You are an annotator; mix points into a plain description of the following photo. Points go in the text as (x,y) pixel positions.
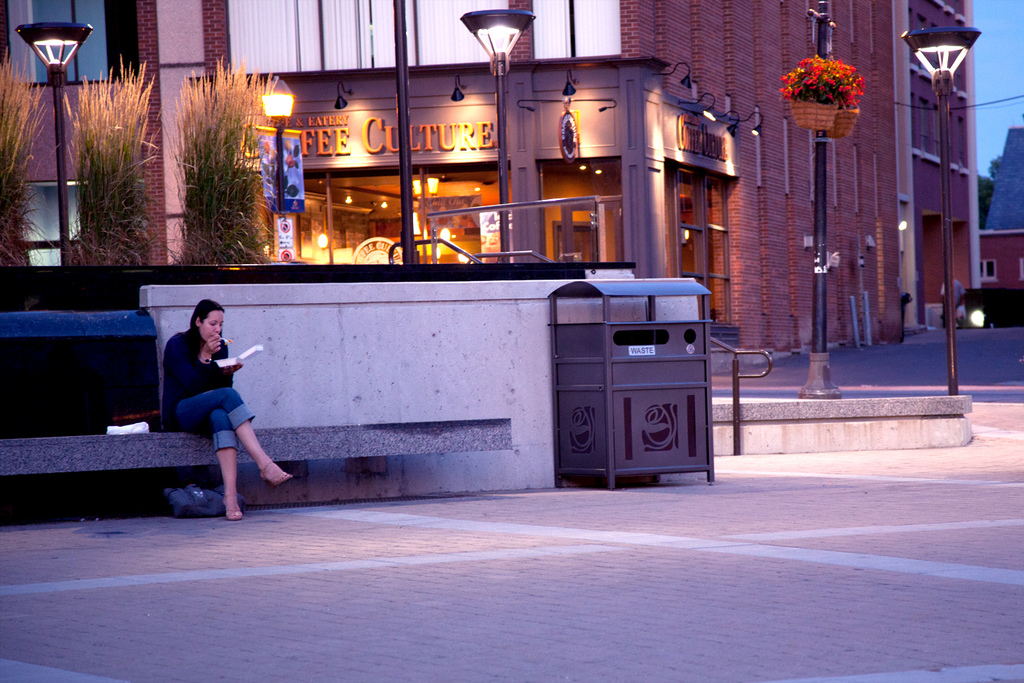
This is an outside view. On the left side (181,368) there is a woman (191,395) is sitting on a bench (273,453) and eating some food (238,365). At the back of her I can see a wall (443,354) and there is a bin (664,389). At the bottom of the image (438,588) I can see the ground (710,546). On the right side (946,150) there are two poles (947,222). On the background (519,121), I can see a building (461,125), few plants (210,193) and some street lights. On the right top of the image (1003,41) I can see the sky (988,63).
